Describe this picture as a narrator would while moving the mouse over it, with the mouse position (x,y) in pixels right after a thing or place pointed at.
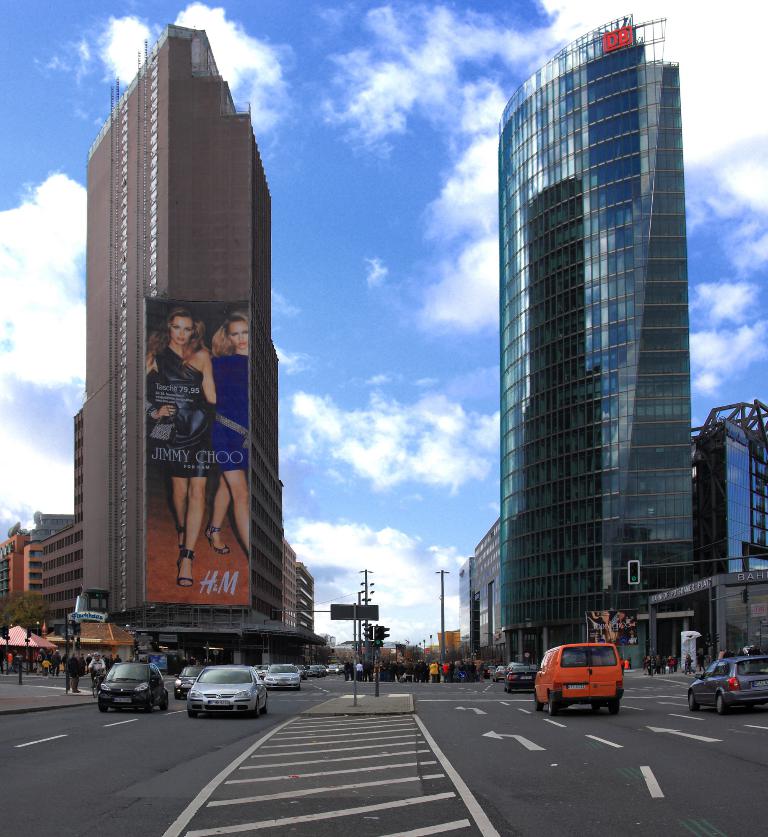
In the center of the image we can see the traffic lights (374,628), poles (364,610), road (356,730) are present. A group of people (350,675) are standing in the middle of the image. On the right (657,337) and left side of the image (193,402) we can see the buildings (564,220), truck (585,654), cars (701,678), trees (40,614) are present. At the top of the image (443,102) clouds (410,95) are present in the sky (376,364). At the bottom of the image (472,792) road (489,806) is present.
